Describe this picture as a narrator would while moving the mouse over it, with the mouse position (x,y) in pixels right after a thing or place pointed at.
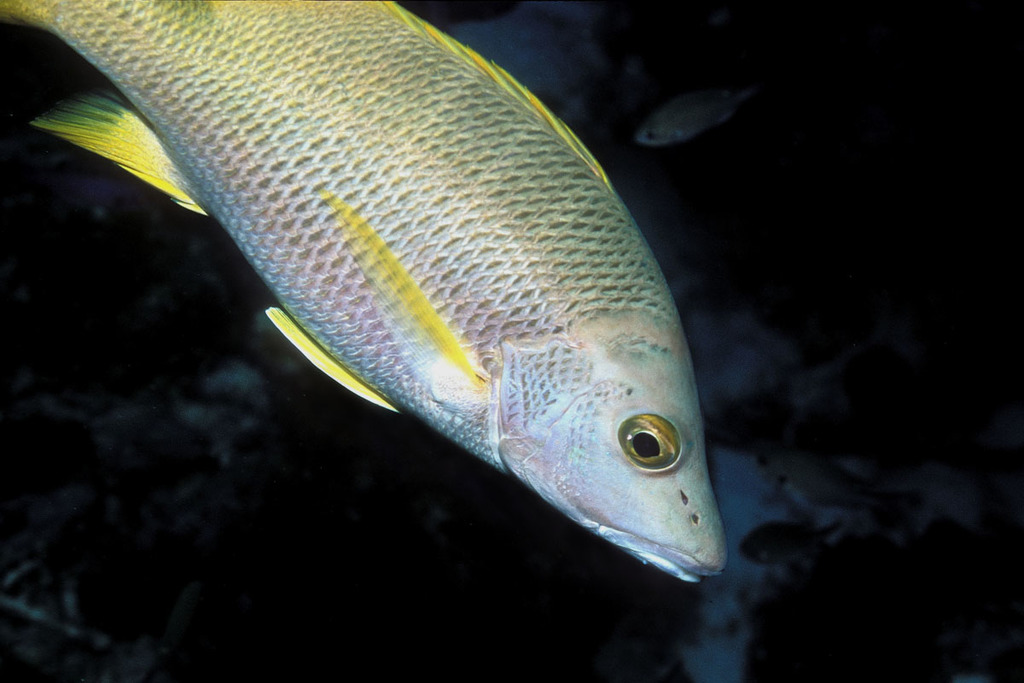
In the foreground (380,254) I can see a fish (467,325). In the background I can see shoal of fishes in the water (887,28). It looks as if the image is taken in the ocean (64,182) during night.
